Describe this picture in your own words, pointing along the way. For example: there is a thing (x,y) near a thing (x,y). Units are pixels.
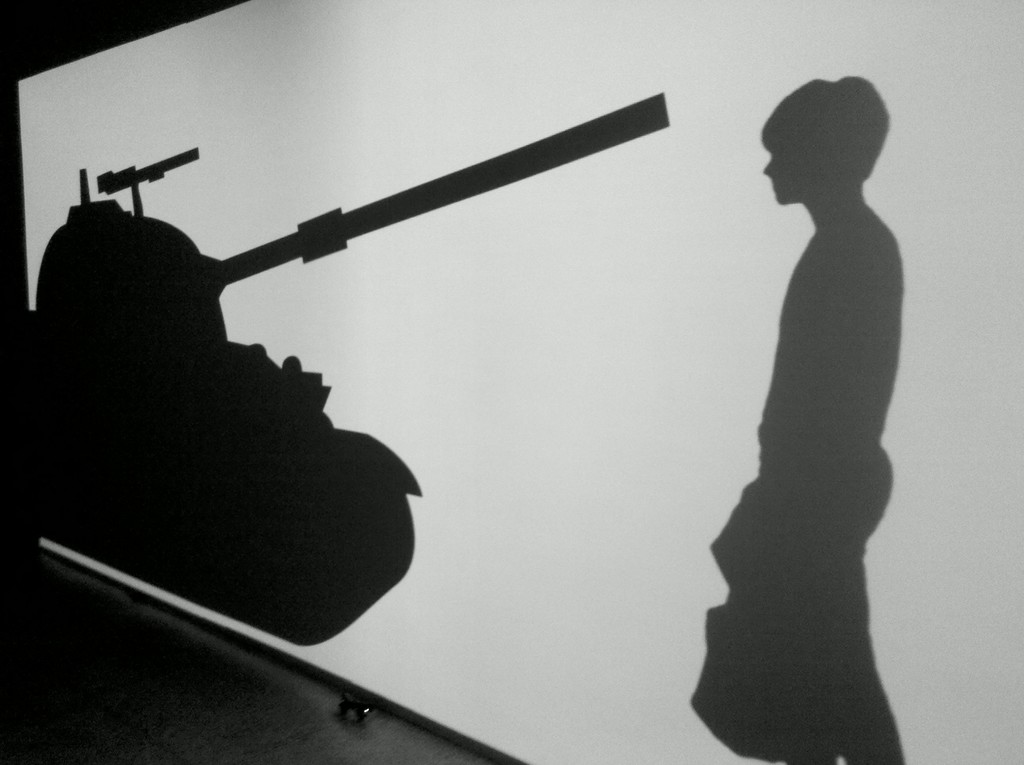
In this picture I can see an image of a person (812,158) standing and a battle tank (116,368) on the screen (397,332).
